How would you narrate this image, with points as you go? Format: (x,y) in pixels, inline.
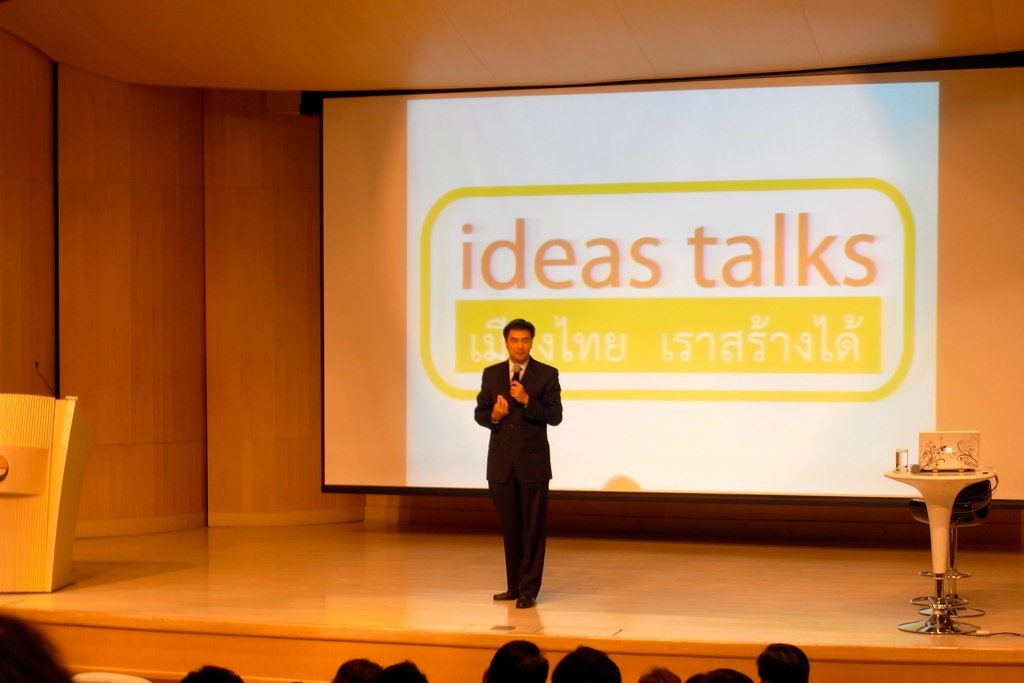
Here in this picture we can see a person (520,433) standing on the stage (504,611), speaking something in the microphone (520,378) present in his hand (523,390) and he is wearing black colored suit (518,458) on him and on the left side (1,486) we can see a speech desk (44,569) with a microphone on it over there and on the right side (943,482) we can see a laptop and a glass of water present on the table (916,475) over there and behind him we can see a projector screen (555,323) present and in the front (673,678) we can see people (56,671) sitting and listening to him.
